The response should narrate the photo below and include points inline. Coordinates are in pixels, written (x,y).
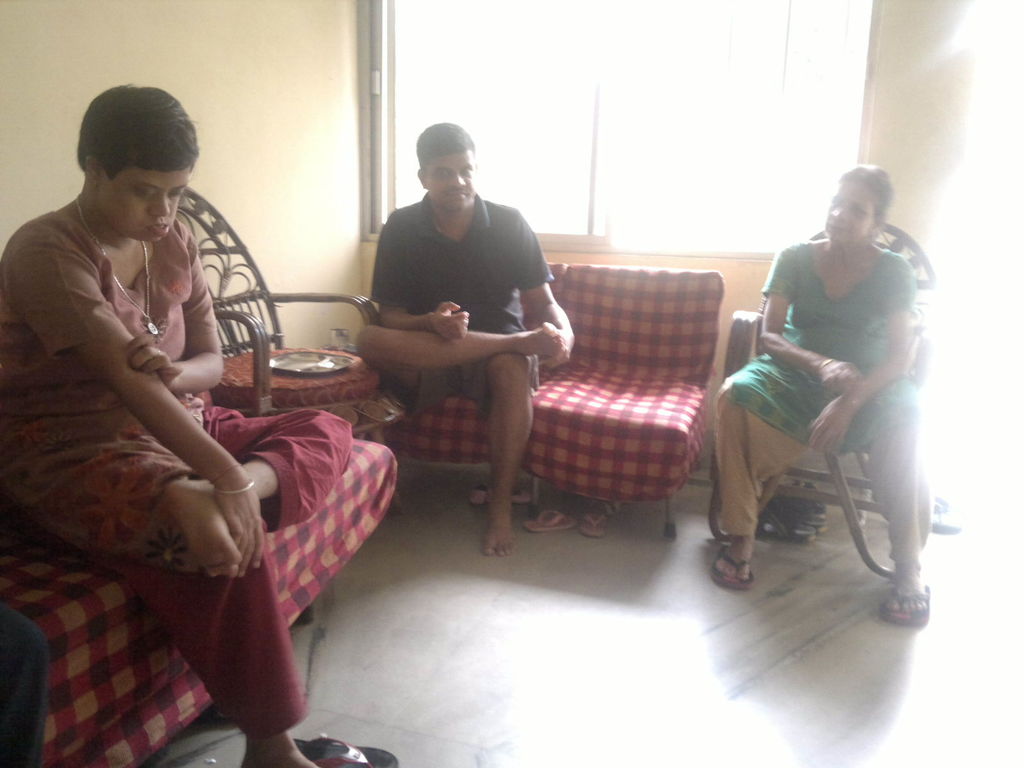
This is a image of a girl (298,469) sitting in the couch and a man (374,301) sitting in the couch (670,352) and a lady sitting in chair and there is a plate (290,362) in the chair (287,387) and at the back ground (253,233) there is a window (628,14) and a wall (251,53).
